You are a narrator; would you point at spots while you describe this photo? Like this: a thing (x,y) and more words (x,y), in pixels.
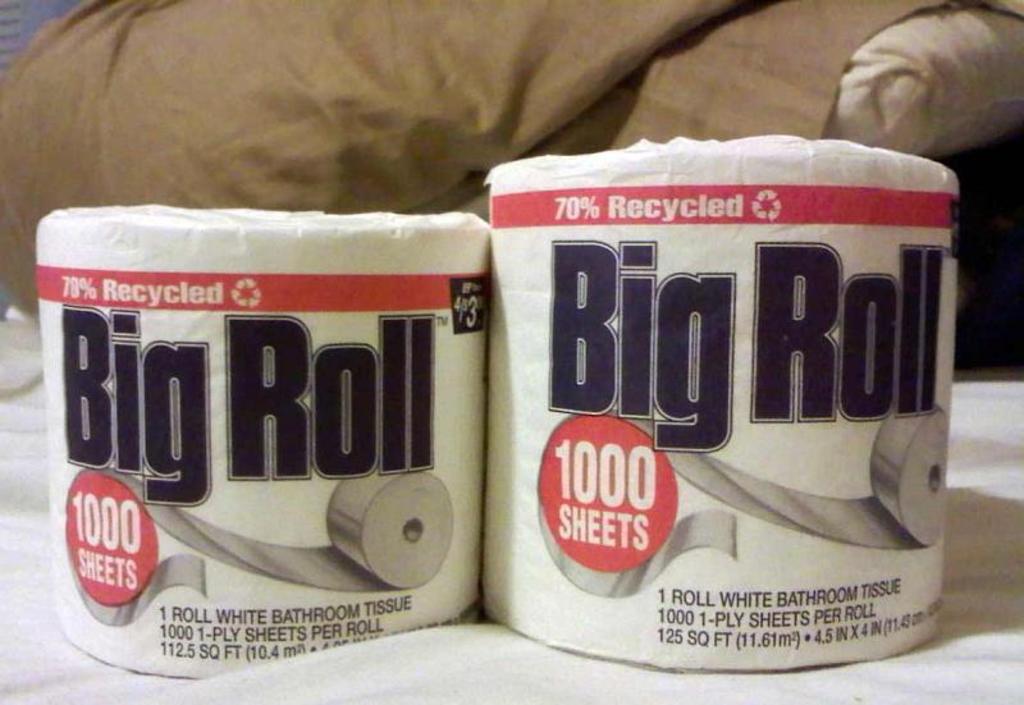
In the image we can see two tissue rolls (392,433) and on it there is a text (191,442). Here we can see white surface (668,692).
